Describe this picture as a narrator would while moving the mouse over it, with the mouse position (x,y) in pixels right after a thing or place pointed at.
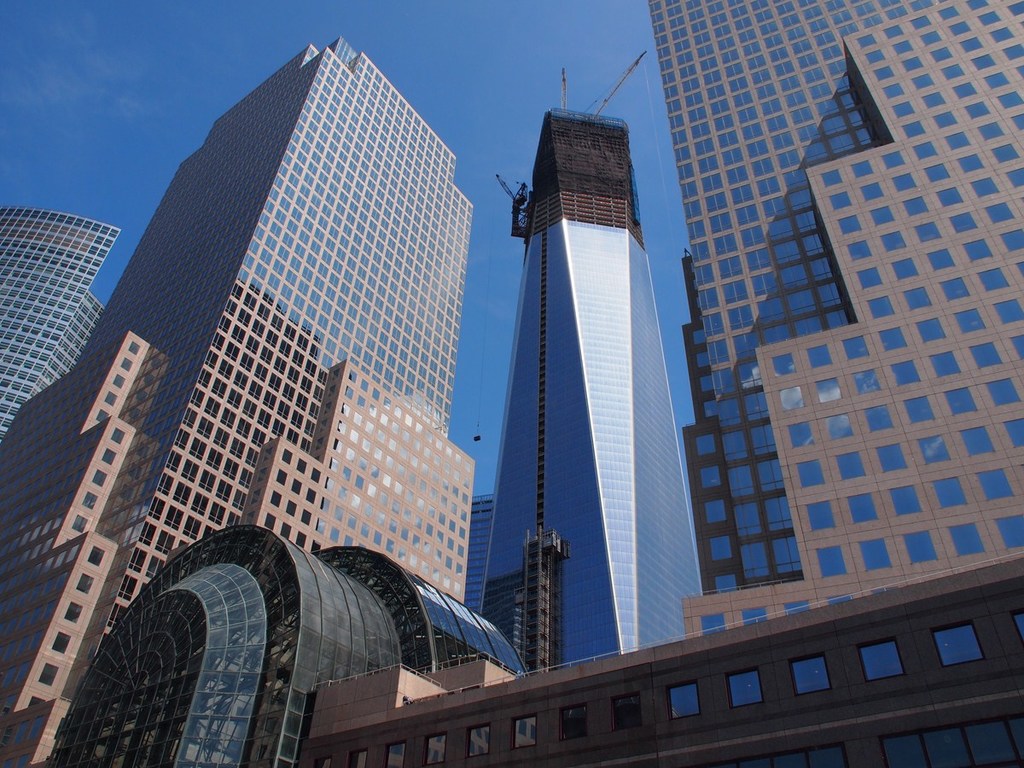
In this image we can see that there are tall buildings (536,264) in the middle (410,440). There are glass windows (856,337) to them. At the top (163,85) there is sky (147,56).
